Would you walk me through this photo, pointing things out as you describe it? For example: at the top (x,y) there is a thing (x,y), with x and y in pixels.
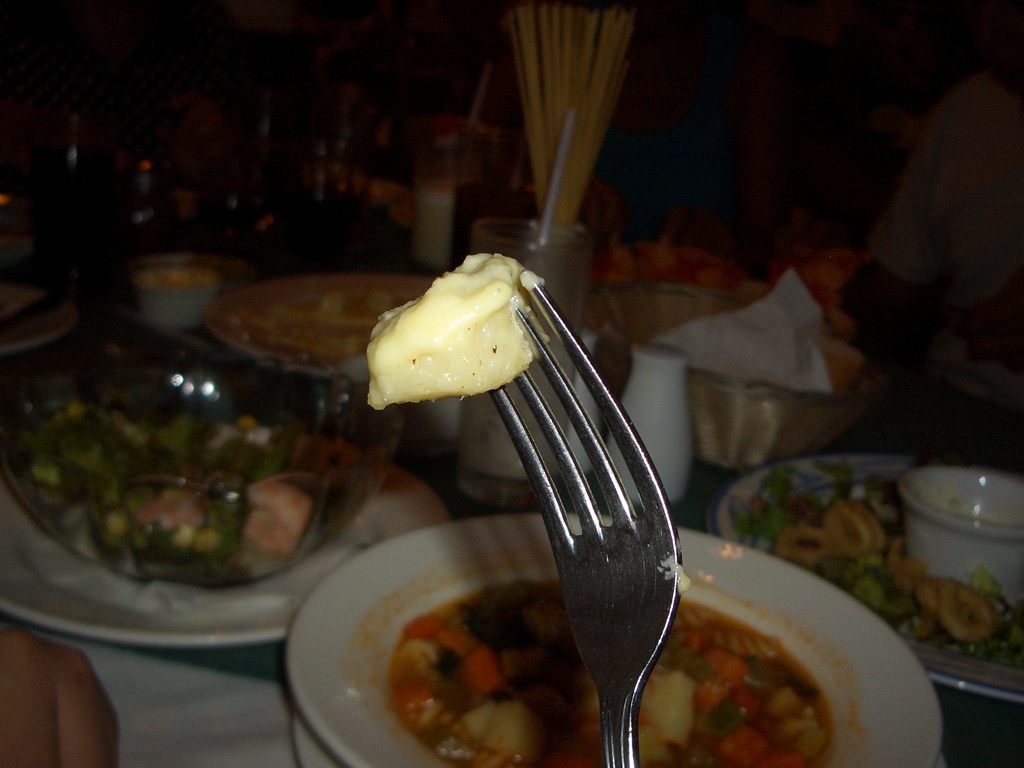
In this image I can see a table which is green. On the table (989,415) there are few plates (444,538), food items (170,516), bottles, glasses (569,260), bowls (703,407) and some other objects (742,430). In the foreground (602,515) there is a fork (515,413) with some food item (464,349). In the bottom left-hand corner (64,724), I can see a person's hand (57,708). On the right side (936,280) there is a person (1008,286) beside the table (893,382). In the background (830,105) there are few objects (758,98) in the dark.
